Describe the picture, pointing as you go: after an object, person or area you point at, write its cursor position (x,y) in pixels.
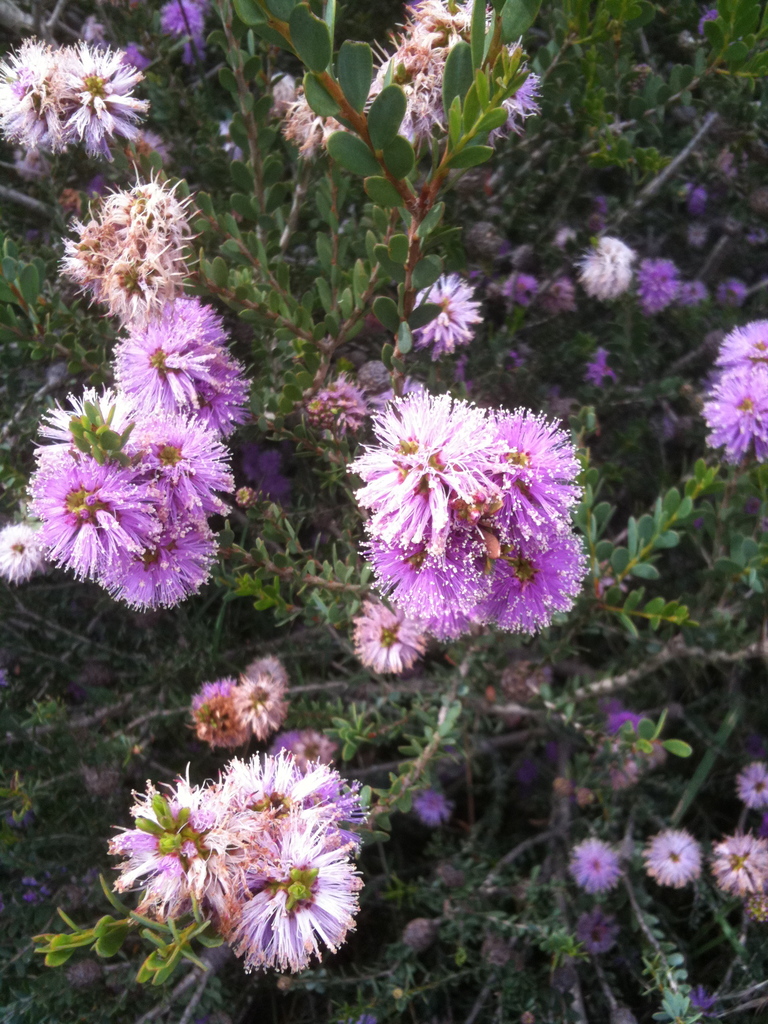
There are many plants (415,594) with beautiful purple flowers (384,540).
